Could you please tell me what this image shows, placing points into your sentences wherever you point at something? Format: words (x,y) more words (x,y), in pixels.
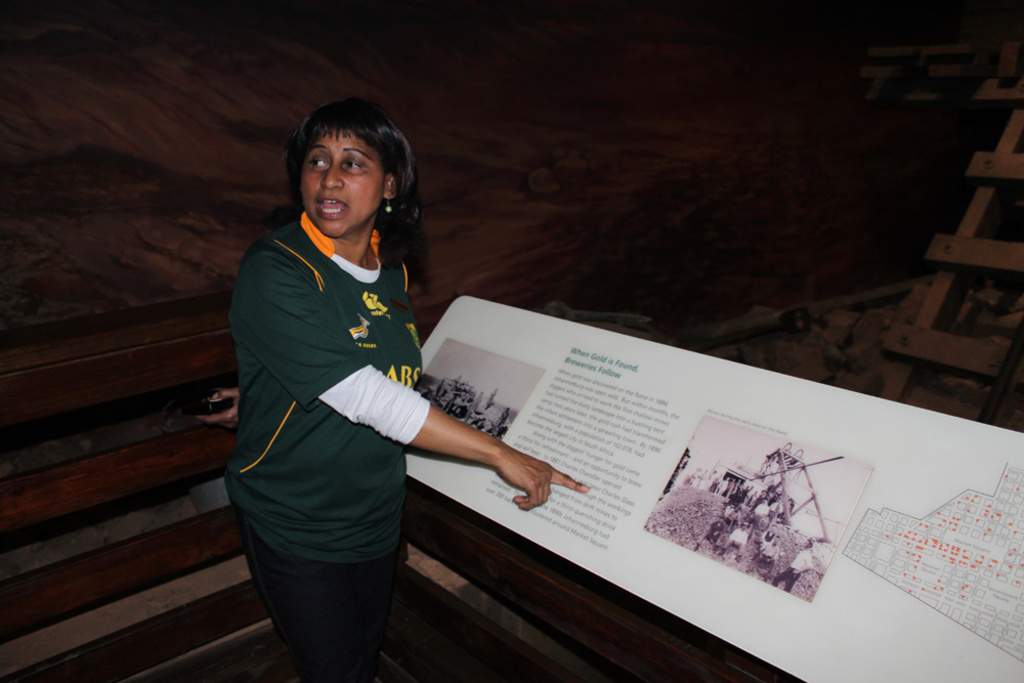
In this image we can see a person (319,449), board (587,495) and other objects (95,477). In the background of the image (975,172) there is a wall (524,223), wooden objects (183,566) and other objects (886,329).
